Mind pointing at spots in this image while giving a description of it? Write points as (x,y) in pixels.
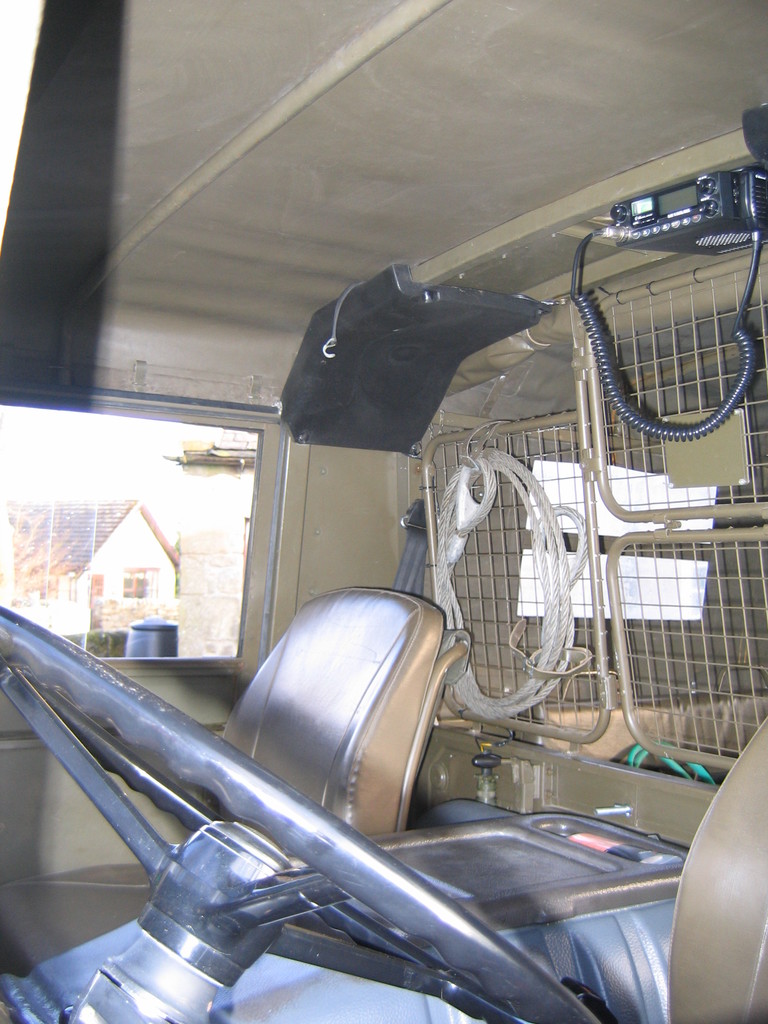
In this picture we can see an inside view of a vehicle (543,443), there is a steering (330,911) and seats (725,915) in the front (394,690), on the right side (719,223) there is a radio (688,245), in the background (111,566) we can see a house (132,517).
